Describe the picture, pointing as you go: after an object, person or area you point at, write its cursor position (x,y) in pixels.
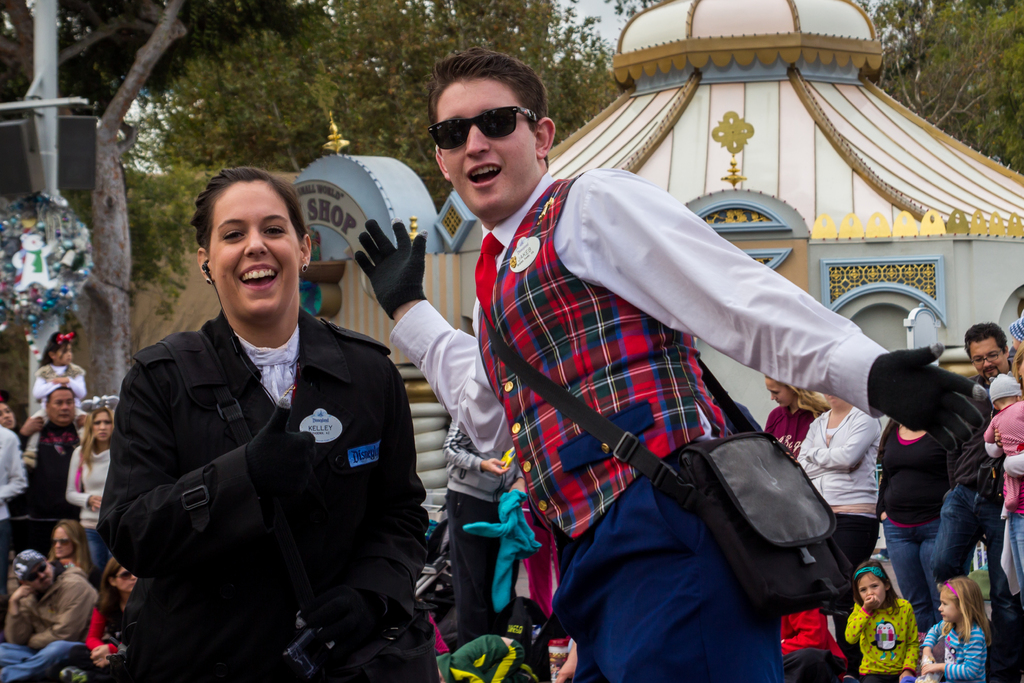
In the image we can see a man (642,385) and a woman (338,502) standing, wearing clothes (327,507), gloves (289,483) and they are smiling. The man (601,347) is wearing goggles (458,123) and carrying bag (722,485). Behind them there are other people (989,432) standing and some of them are sitting. Here we can see the castle (837,215), trees (357,100), pole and the sky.
